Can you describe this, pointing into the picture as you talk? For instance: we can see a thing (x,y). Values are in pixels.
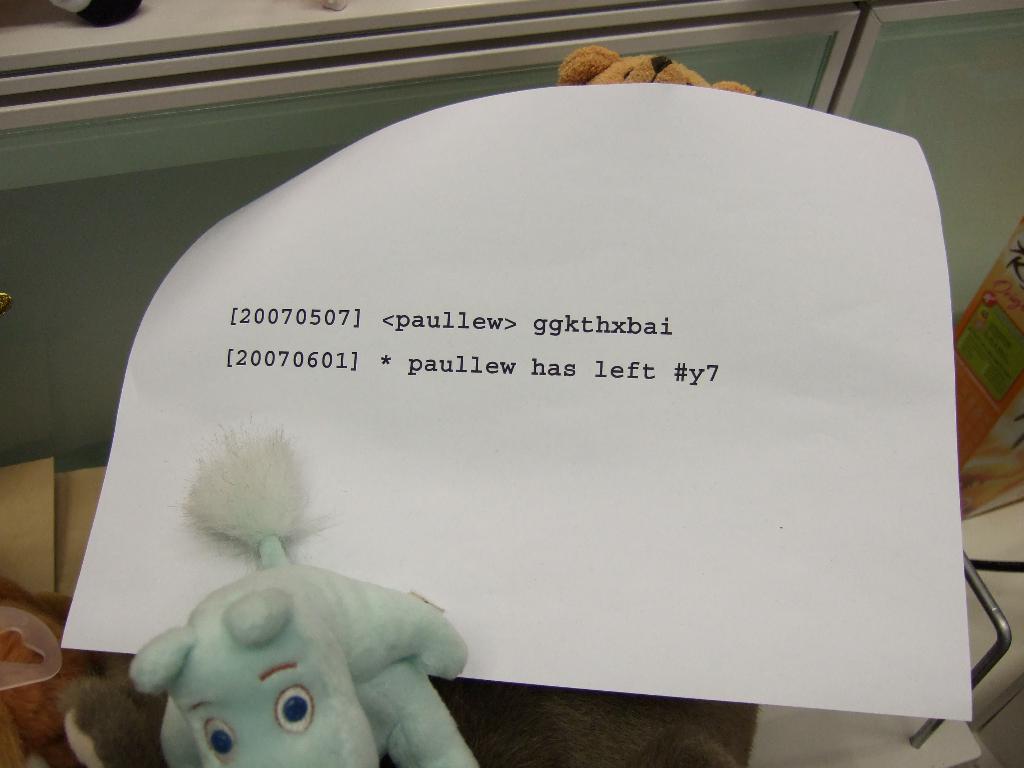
In this picture we can see a paper (929,649), toys (185,755) and some objects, on this paper (741,368) we can see some text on it, here we can see a shelf (1023,42).
